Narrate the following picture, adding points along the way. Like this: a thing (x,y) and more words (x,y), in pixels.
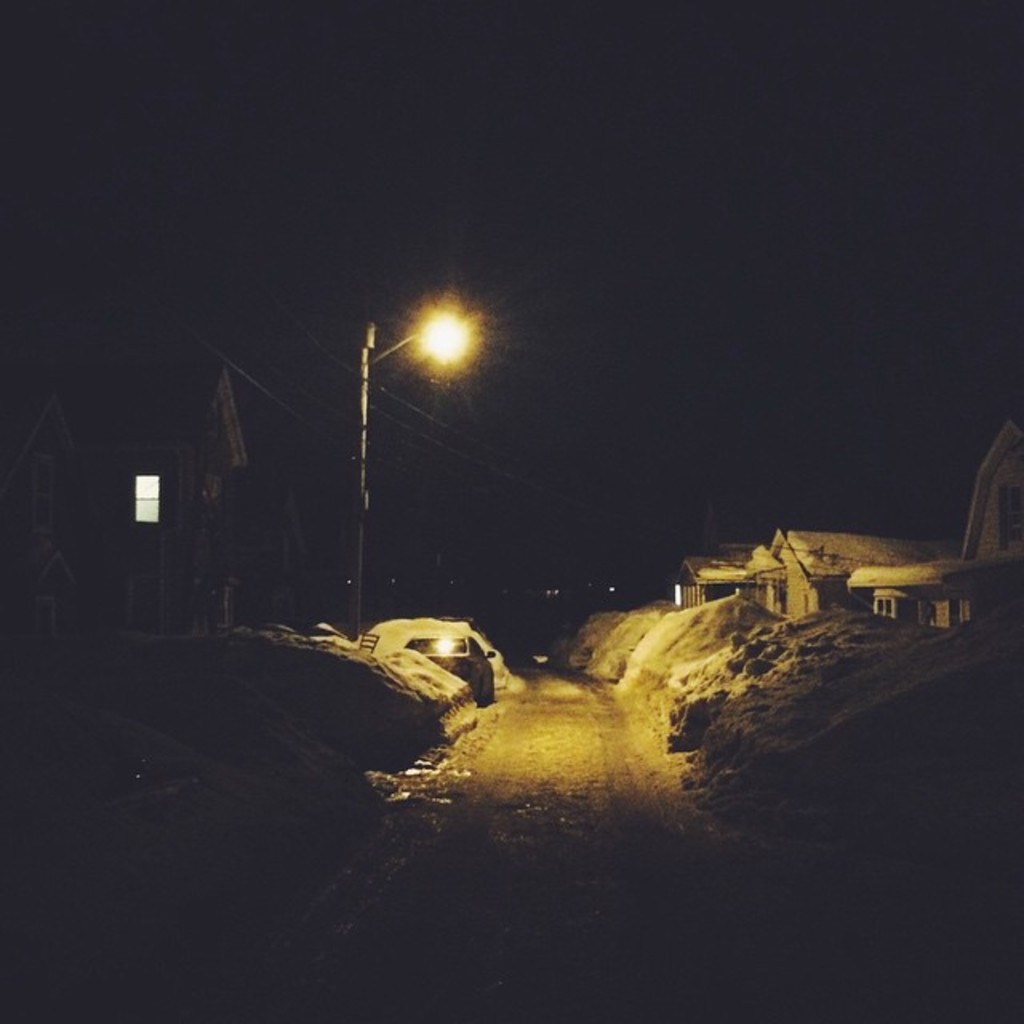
In this image I can see a road (519,741) in the center (550,664) and both side of it I can see number of buildings (242,588). On the left side of this road (461,760) I can see a pole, a street light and a car (405,646). I can also see few wires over this road (494,769) and I can see this image is little bit in dark.
